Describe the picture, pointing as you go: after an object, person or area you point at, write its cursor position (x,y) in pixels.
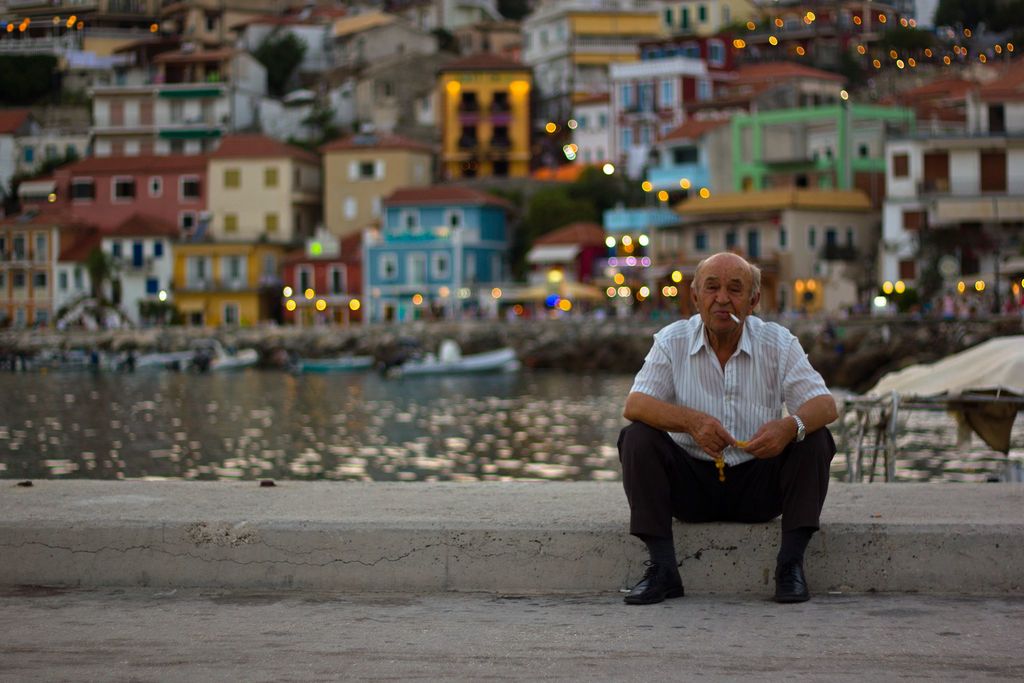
In this picture I can see buildings (495,174) and few boats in the water (336,377) and I can see lights (642,260) and a man (649,425) seated and I can see cigarette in his mouth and he is holding something in his hand (723,445).
